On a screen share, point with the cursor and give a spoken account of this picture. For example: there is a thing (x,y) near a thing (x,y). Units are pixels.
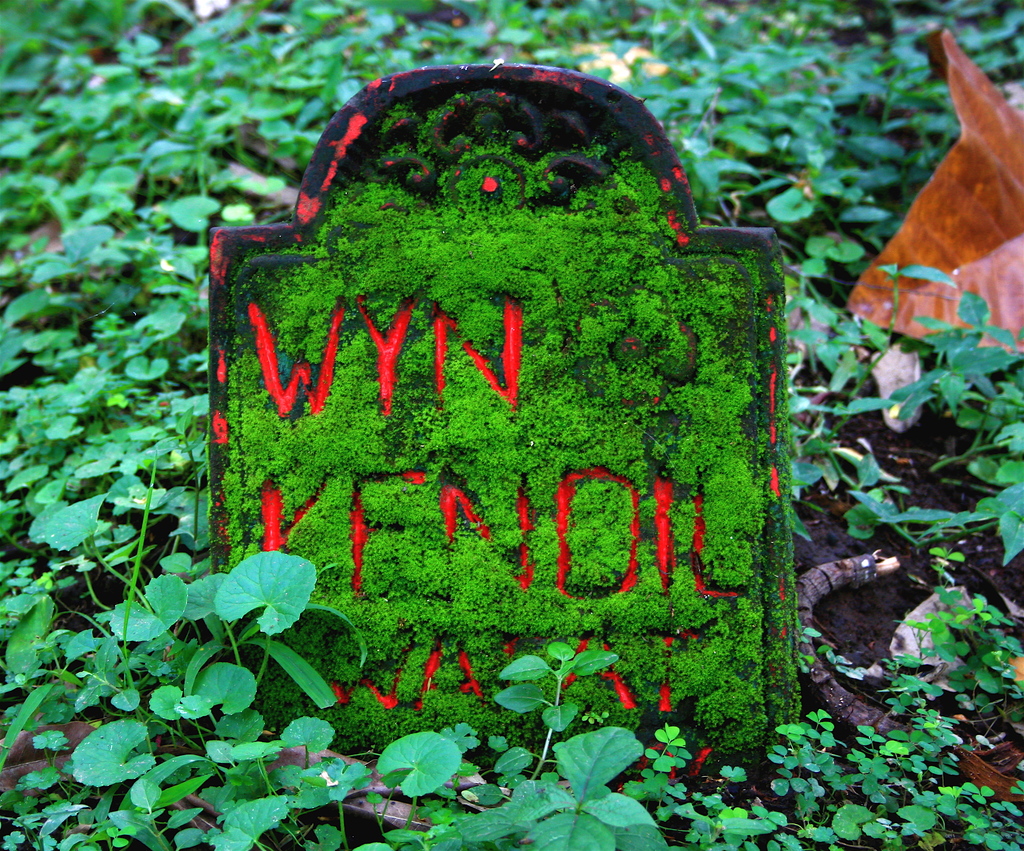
In this picture, we can see the ground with plants (852,269), and some objects (541,389) on the ground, and among them we can see an object (472,409) with some text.
